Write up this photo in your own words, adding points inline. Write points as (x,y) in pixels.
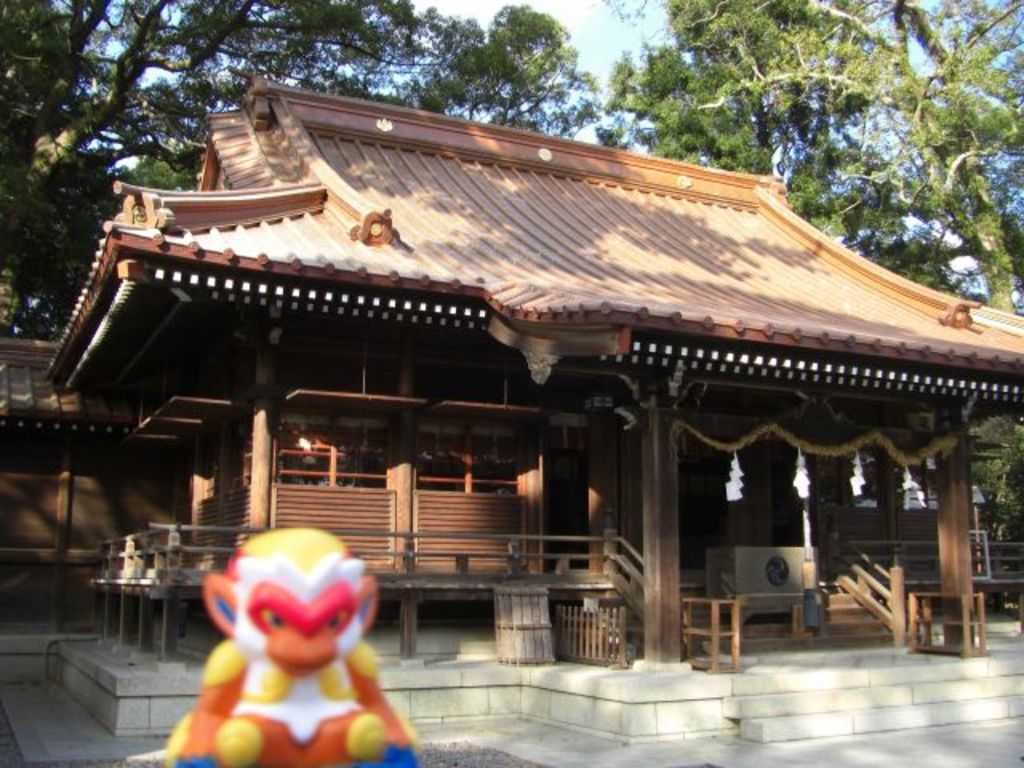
In the picture I can see an ancient house construction (482,409). I can see the staircase (880,710) on the bottom right side (886,674). There is a doll (352,637) on the bottom left side of the picture (305,635). In the background (11,84), I can see the trees (1,5).
